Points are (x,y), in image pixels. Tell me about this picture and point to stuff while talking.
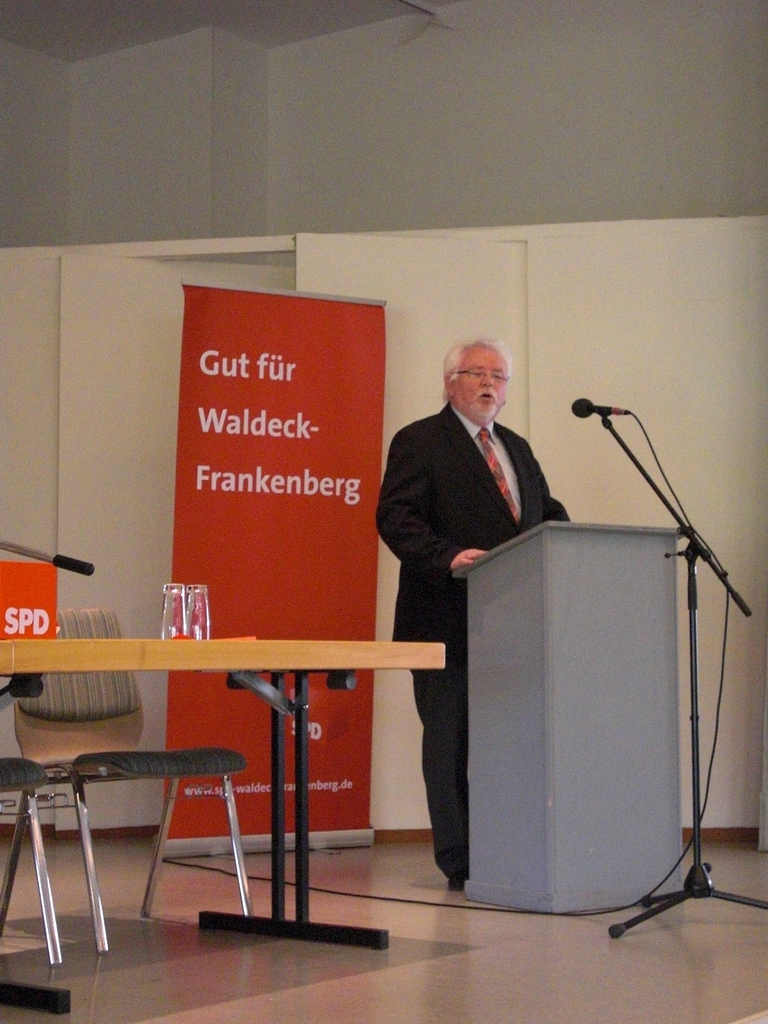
in this image, On the floor (394,917) there is a table (149,655) which is in yellow color, On that table (189,660) there are glasses (192,626) kept and a man (487,500) standing behind a box (563,586) speaking some thing in microphone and the background (446,292) there is a wall (161,173) which is in white color.
